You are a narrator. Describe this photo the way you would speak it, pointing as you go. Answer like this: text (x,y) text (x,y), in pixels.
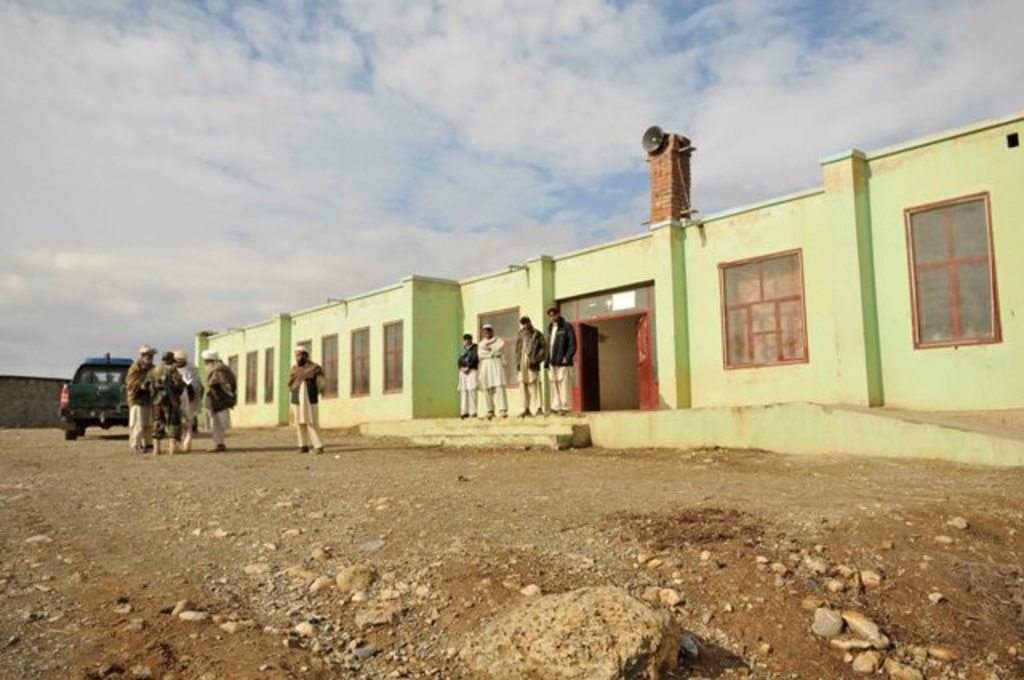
In this image we can see a group of people (499,390) standing on the ground (339,442). One person (155,406) is wearing a uniform (171,385). In the background (276,330), we can see a building (745,286) with windows (952,283), door (587,382), a horn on the wall (716,339) and the sky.
